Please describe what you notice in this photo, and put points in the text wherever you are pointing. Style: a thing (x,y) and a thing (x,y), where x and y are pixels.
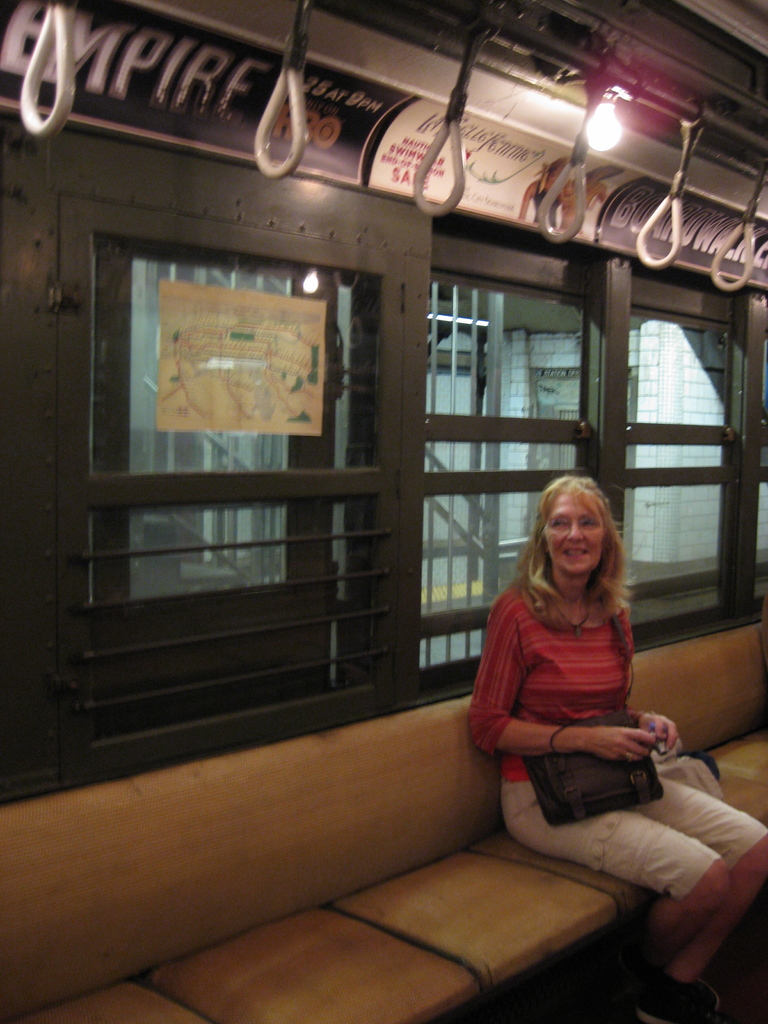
In the image there is a lady (538,831) sitting on seat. And she is holding a bag (616,779) in her hand (603,736). Behind her there are windows (637,356) with glasses (172,542) and rods (366,576). And also there is a paper (174,425) attached on the window (152,378). Above the window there are poster (519,146). At the top of the image (709,116) there are hanging handles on the rods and also there is a light bulb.
